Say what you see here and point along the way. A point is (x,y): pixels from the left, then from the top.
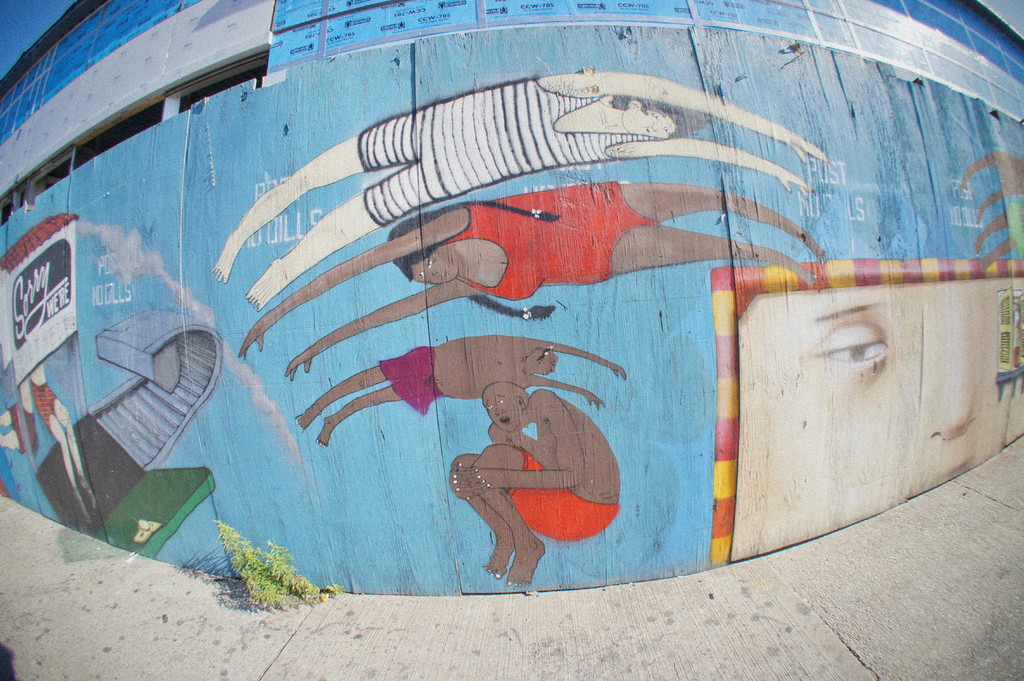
In the foreground of this image (463,375), there are paintings (629,254) on a wall (598,363) of a building (545,336). At the bottom (216,629), there is a pavement (301,680) and a plant (284,579). At the top left (9,26), there is the sky (7,23).
